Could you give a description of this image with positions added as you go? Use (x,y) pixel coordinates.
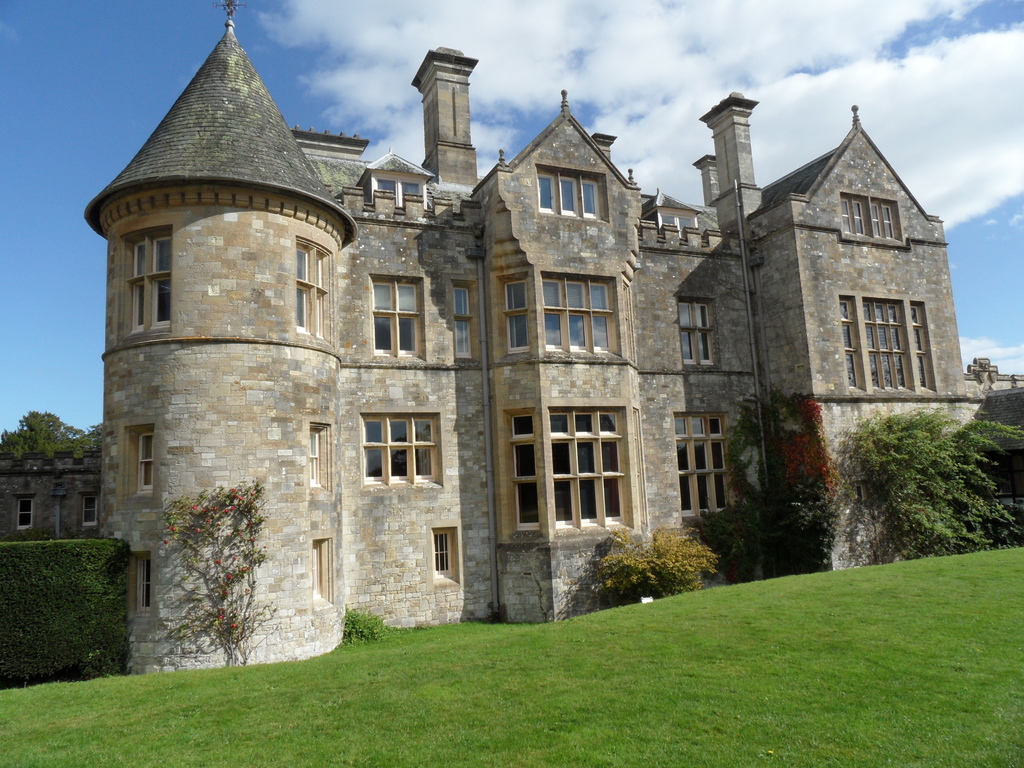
In this image we can see building (250,200), shrubs (723,523), plants (741,518), ground (231,681) and sky (697,87) with clouds (871,128) in the background (785,114).
